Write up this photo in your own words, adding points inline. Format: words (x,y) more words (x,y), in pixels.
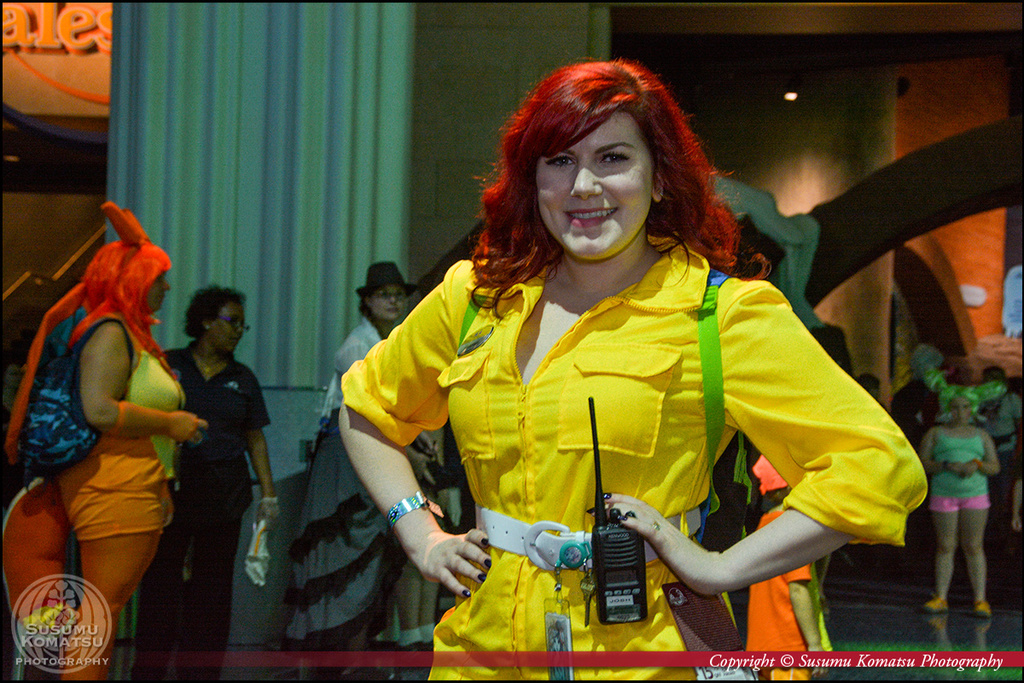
The woman (449,393) in front of the picture wearing yellow dress (547,458) is standing and she is posing for the photo. She is smiling. Behind her, we see people (100,387) standing. Behind them, we see a curtain (319,142) in white and blue color. Beside that, we see a wall (450,42). This picture is clicked inside the room (897,197). On the left top (102,13), we see a board (75,73) with some text (86,24) written.
